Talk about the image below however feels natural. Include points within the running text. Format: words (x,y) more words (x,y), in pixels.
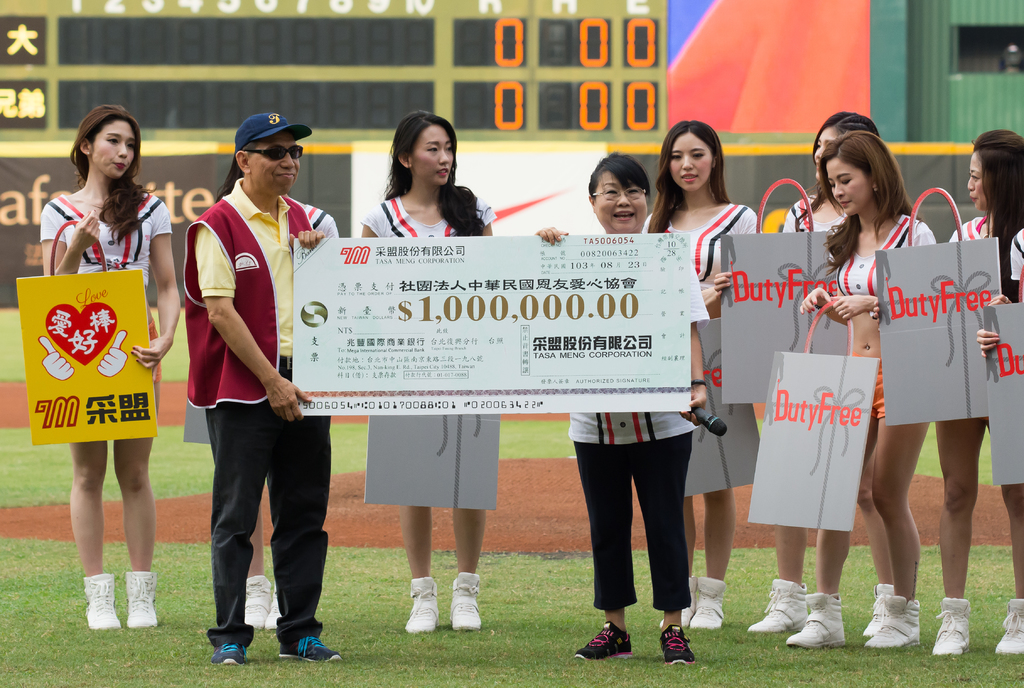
In this image I can see grass ground (449,674) and on it I can see a man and number of women (713,142) are standing. I can see everyone is holding few things (85,275) and I can see she is holding a mic (717,431). I can also see smile on few faces (608,225) and in the background (134,96) I can see scoreboard (598,68) and I can see something is written over there.
